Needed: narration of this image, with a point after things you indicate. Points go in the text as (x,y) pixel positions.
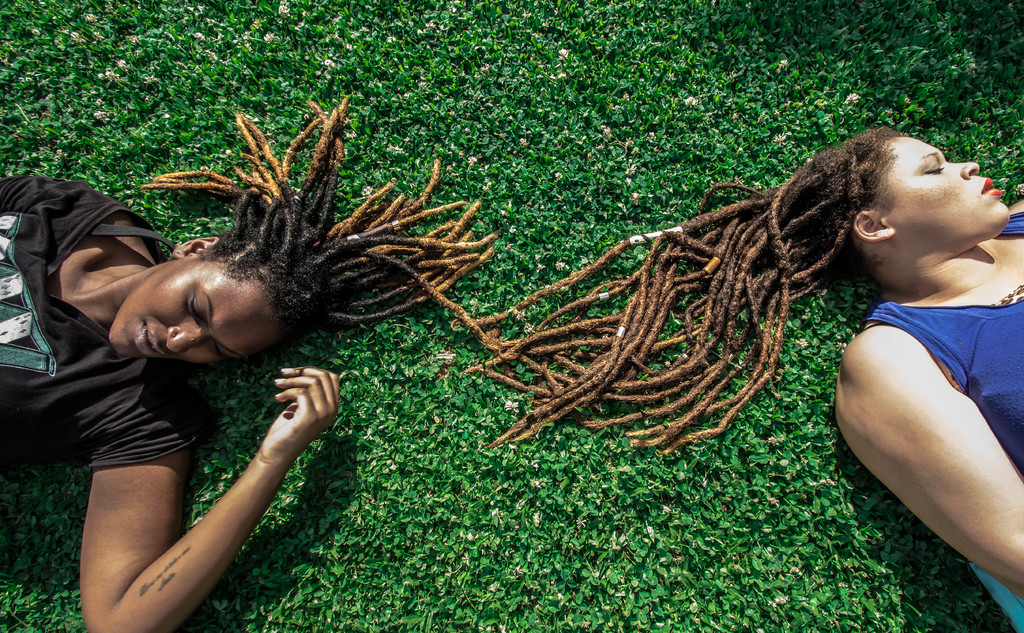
In this image, we can see two people (126,331) lying on the ground (442,462).
